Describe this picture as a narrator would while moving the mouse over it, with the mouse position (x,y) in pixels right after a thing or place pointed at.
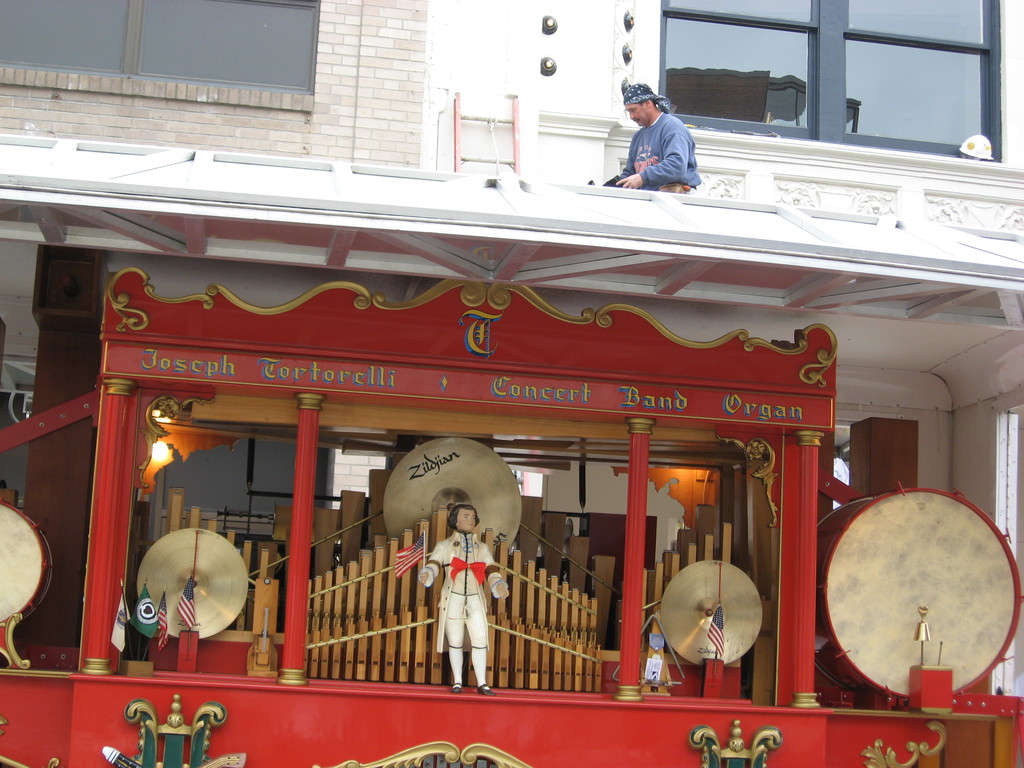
In this picture we can observe a building (289,130) which is in white color. There is a person (670,146) sitting on the roof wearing blue color dress (663,156). We can observe windows (718,84). There is a setting (380,700) which is in red color. We can observe four red color pillars (625,603) and a statue (465,603) of a person (476,589) which is in white color and wooden pipes (377,613). On either sides we can observe flags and drums (934,574).
